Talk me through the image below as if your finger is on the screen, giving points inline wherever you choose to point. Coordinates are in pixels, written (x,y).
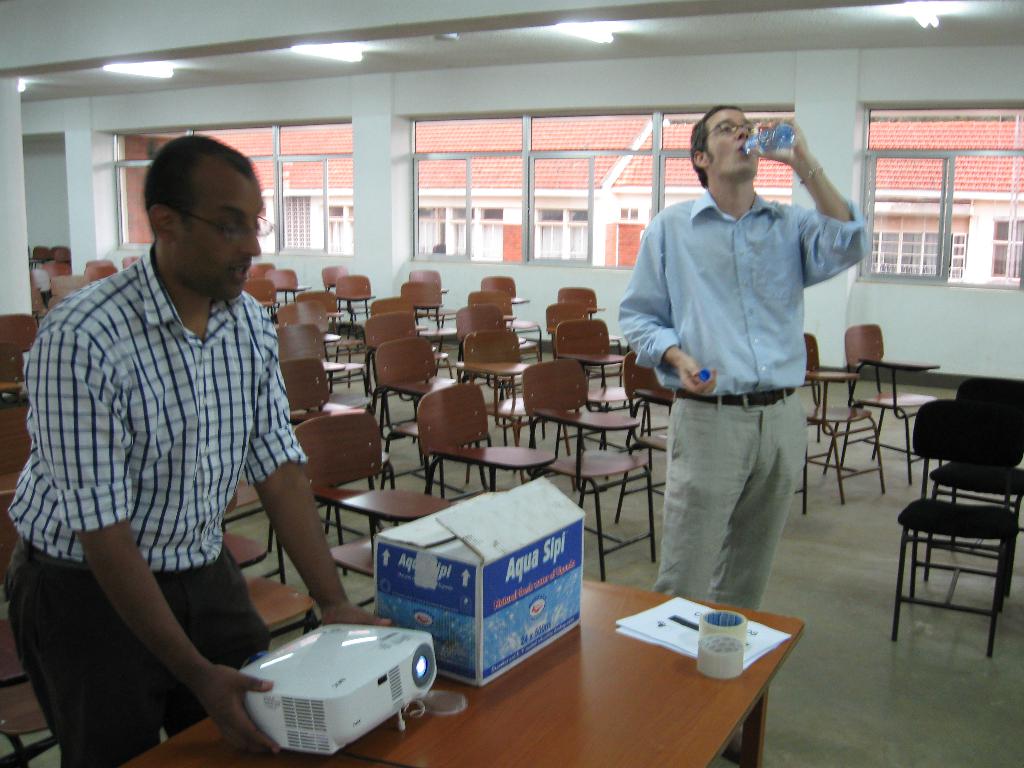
There is a Classroom (931,360) which includes two persons (169,382), one table (560,702), many number of chairs (485,377). The person (93,358) standing on the left side (197,404) wearing spectacles (245,228) is adjusting the Projector (354,686) on the table (477,741) and there is one box (522,616), some papers (666,629) and two bundles of tape (722,647) placed on the table (680,728) and the person (720,170) on the right side (780,326) also wearing spectacles (725,126) is drinking water (773,137) and in the background (456,138) there are some windows (502,148) from which we can see the Building (608,202) with the red rooftop (563,139).
